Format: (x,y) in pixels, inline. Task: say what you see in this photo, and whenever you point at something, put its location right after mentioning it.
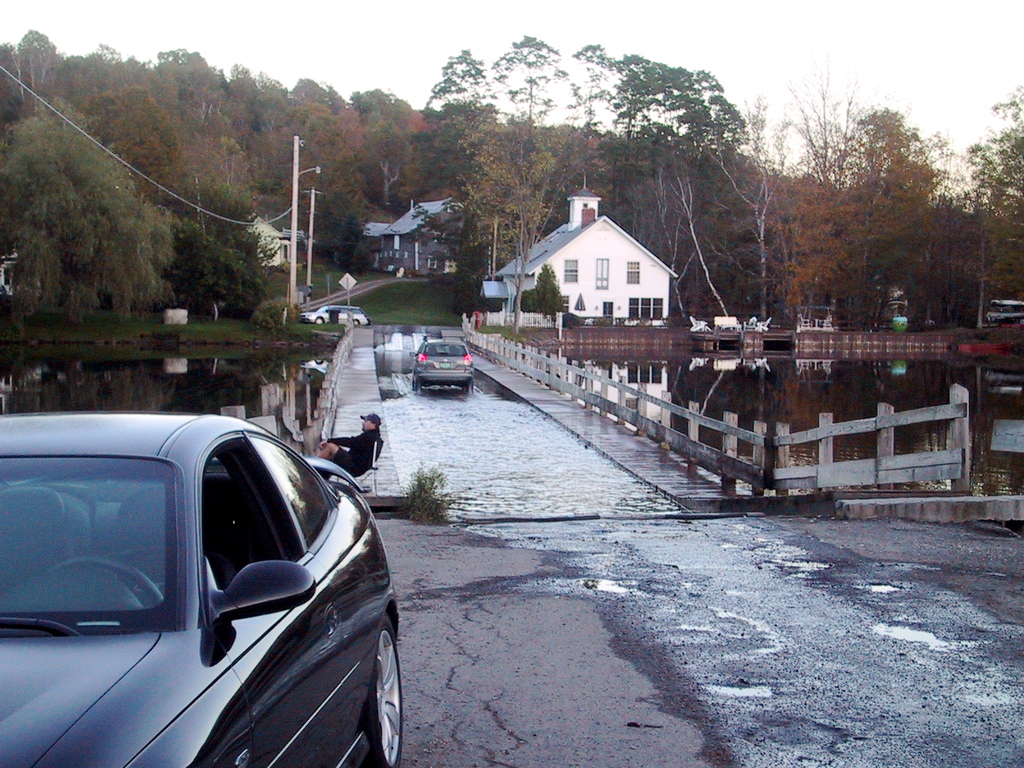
In the center of the image (449,285) we can see houses (566,256), trees (329,229), electric light poles (295,193), wires (274,221), bench (731,321), chairs (760,321), water (787,359), fencing (480,341), road (426,418), cars (440,354), board (344,283), grass (413,286), a man (369,445) is sitting on a chair (369,469) and wearing a cap (363,418). At the bottom of the image (574,662) there is a road (521,654). At the top of the image (483,22) there is a sky (480,45).
